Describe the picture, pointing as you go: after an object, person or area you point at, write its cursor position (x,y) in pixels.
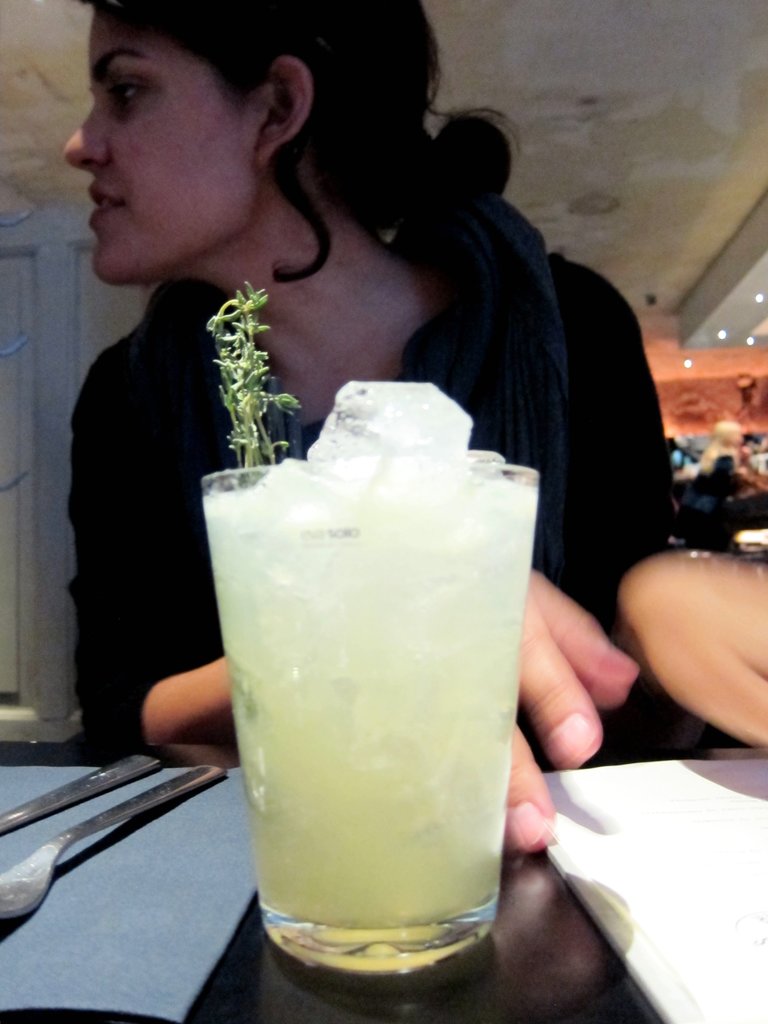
In this picture we can see one woman (194,591) is sitting in front of the table (307,1023), on the table (533,923), we can see spoons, glass (370,796) with ice (288,476) and the book (708,968).
